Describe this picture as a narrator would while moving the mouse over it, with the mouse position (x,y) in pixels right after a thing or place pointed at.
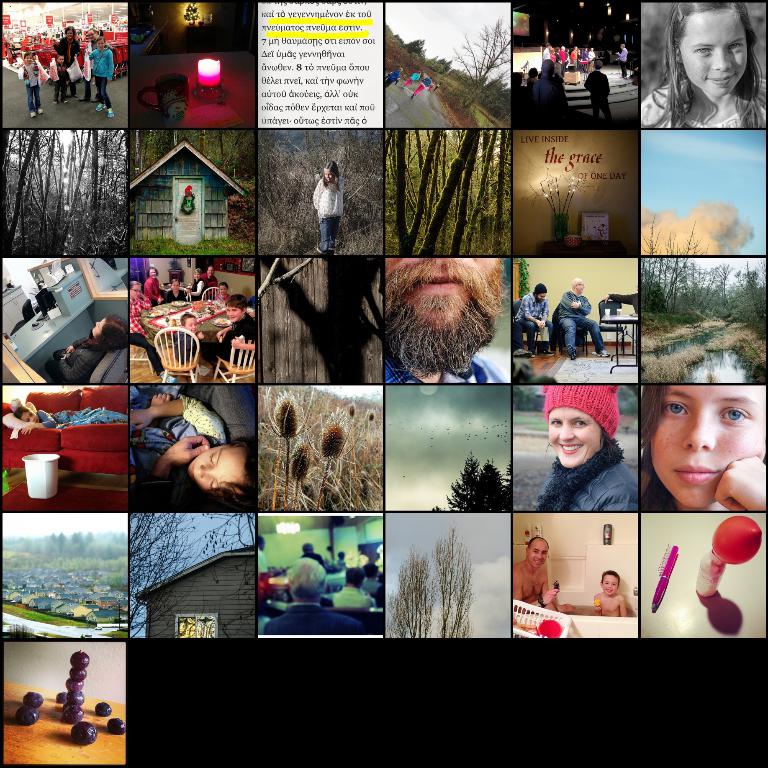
This picture is consists of a collage of photographs (445,190) in the image.
